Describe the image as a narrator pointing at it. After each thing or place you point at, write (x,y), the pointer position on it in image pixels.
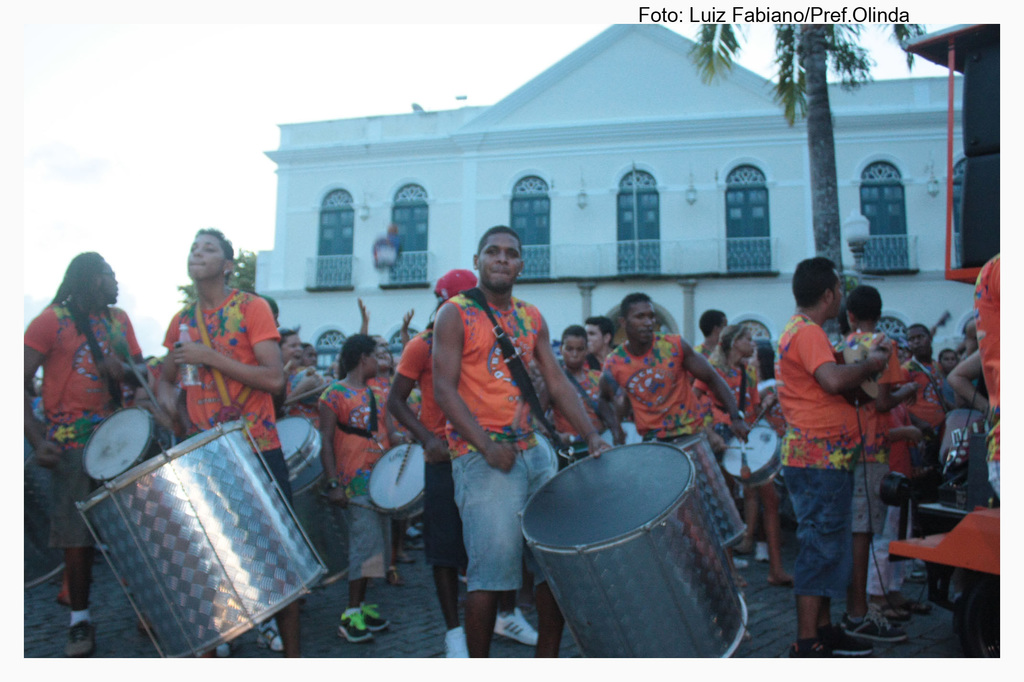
This picture taken in the outdoor. There are group of persons (379,354) in orange t shirts (809,385). The persons (261,393) are holding the drums (628,504) and playing the music. Background of this people (580,380) is a white building (707,187) and a tree (818,176) and a sky (155,139).
